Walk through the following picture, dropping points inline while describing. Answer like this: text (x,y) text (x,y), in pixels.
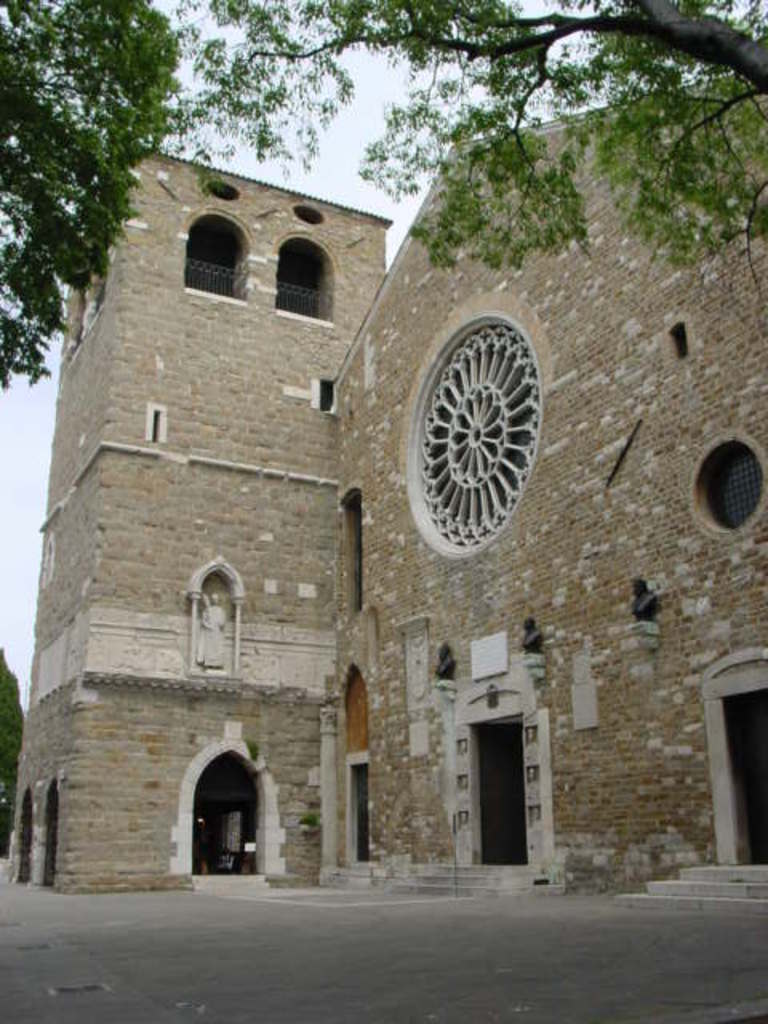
In this image, we can see a buildings (477,605), walls (606,618), railings (225,278), sculptures (533,639), stairs (686,871) and few objects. At the bottom (610,909), we can see the walkway (339,976). Background there is the sky (481,59). On the left side (13,736) and top of the image (680,18), we can see trees (488,46).
